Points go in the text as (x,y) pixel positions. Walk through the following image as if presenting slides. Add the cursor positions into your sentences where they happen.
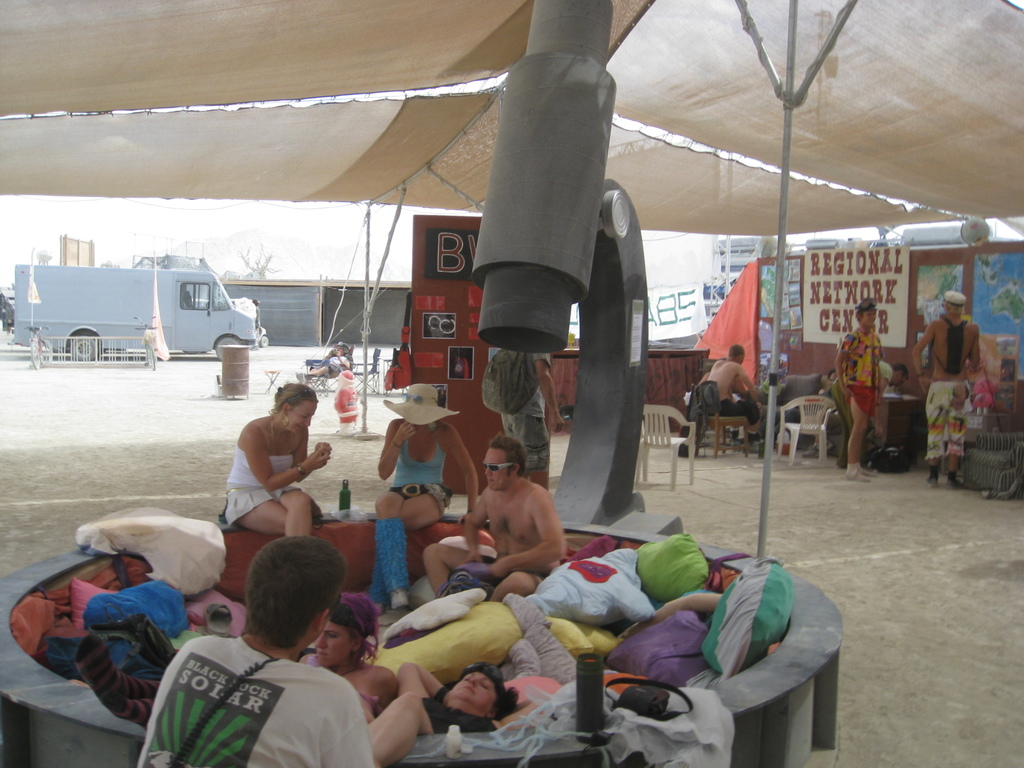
In the center of the image (484,351) we can see board (448,265), a person (539,425) wearing bag (520,375), a person (344,366) is lying on chair (319,365), drum (231,348), table (668,369). On the right side of the image (869,334) we can see board (901,305), papers (794,299), chairs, some persons (866,366). At the bottom of the image (449,697) we can see some persons (453,710) are lying, bottle (593,676), clothes (147,596) and some objects (583,612), pole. At the top of the image (275,174) we can see tent (335,173), truck (194,297), shed (287,289), building (305,302), barricade (139,336). In the background of the image (353,354) there is a ground (948,543).
